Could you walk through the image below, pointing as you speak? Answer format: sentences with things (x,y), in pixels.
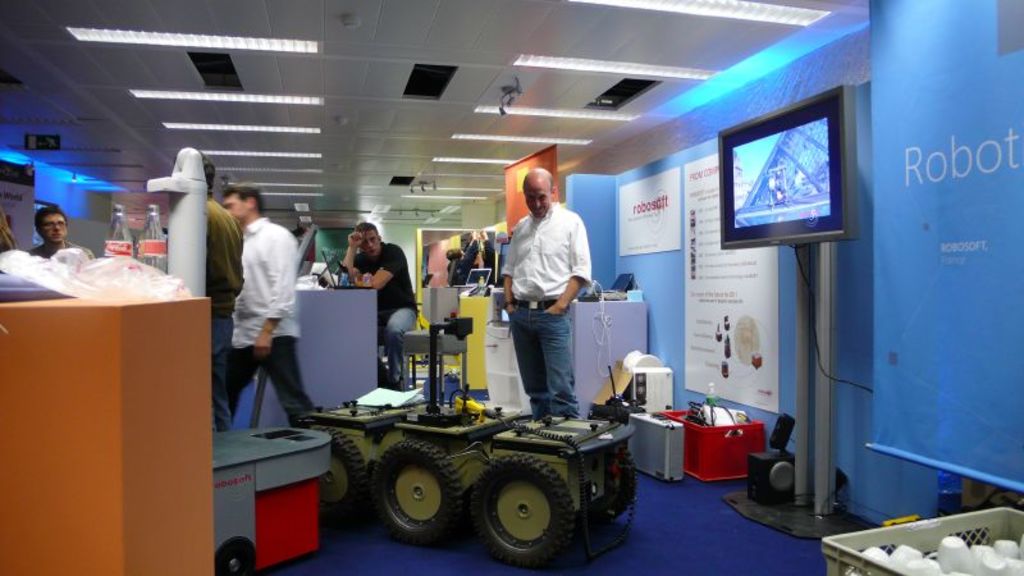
In this image we can see the vehicles (373,472). We can also see a man (396,310) sitting. We can see the people (227,292) standing on the floor (691,511). We can also see the posters (709,180) attached to the wall (680,164). We can see the television screen (856,193), laptop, sound box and also some other objects (428,299). We can also see the banners (1007,150), board (37,138) and also the wire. On the left (121,260) we can see the bottles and a cover (74,279) on the counter (87,303). On the right (948,540) we can see the cups (940,549) in a basket (1009,528). We can also see the ceiling (316,106) with the lights (315,133).
